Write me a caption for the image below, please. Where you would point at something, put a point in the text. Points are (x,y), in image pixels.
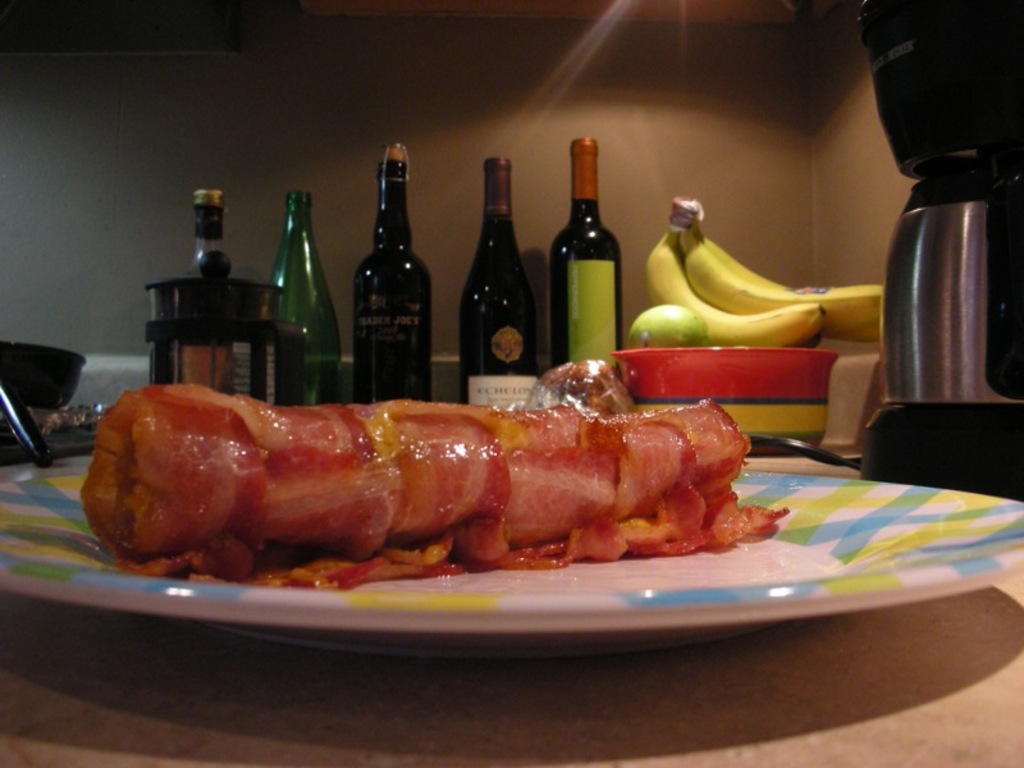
In this image I see few bottles (573,165), a banana (763,342) and food (249,554) in the plate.
